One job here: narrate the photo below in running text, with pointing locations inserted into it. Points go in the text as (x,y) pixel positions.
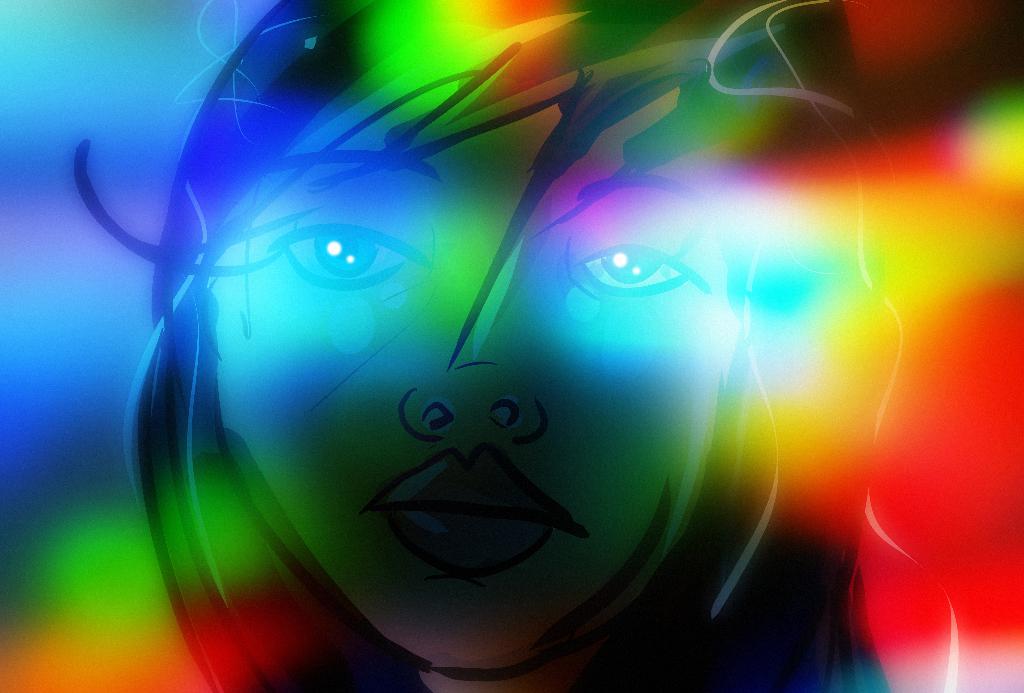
This is an animated image of a woman's face (585,432).
